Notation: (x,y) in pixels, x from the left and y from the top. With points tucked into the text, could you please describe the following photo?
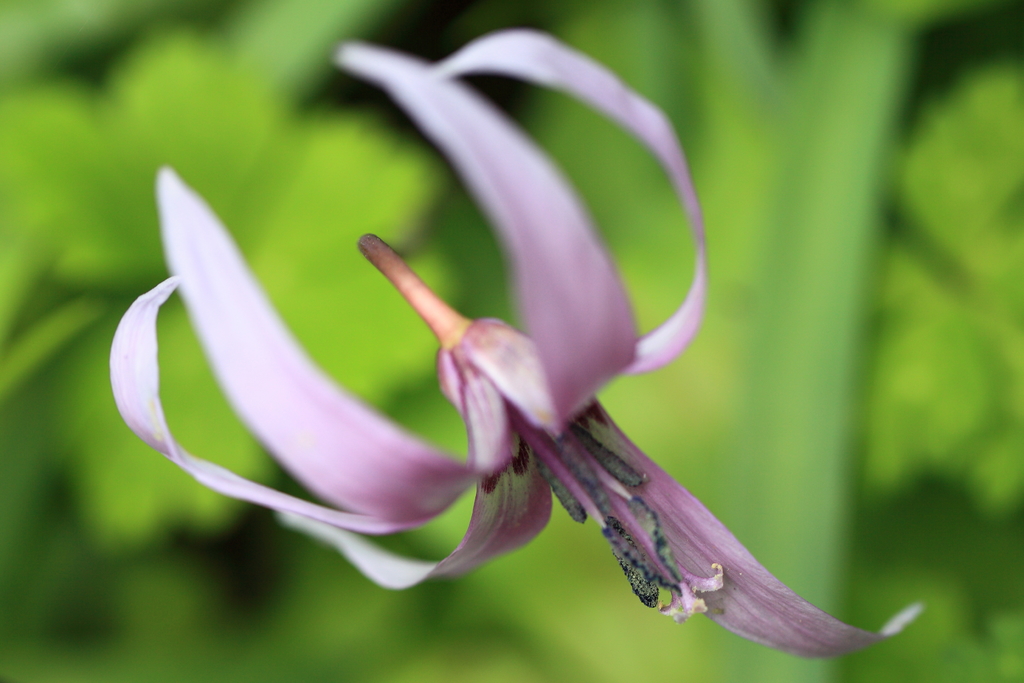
In this image we can see a flower (463,415). The background (723,248) is blurred.
